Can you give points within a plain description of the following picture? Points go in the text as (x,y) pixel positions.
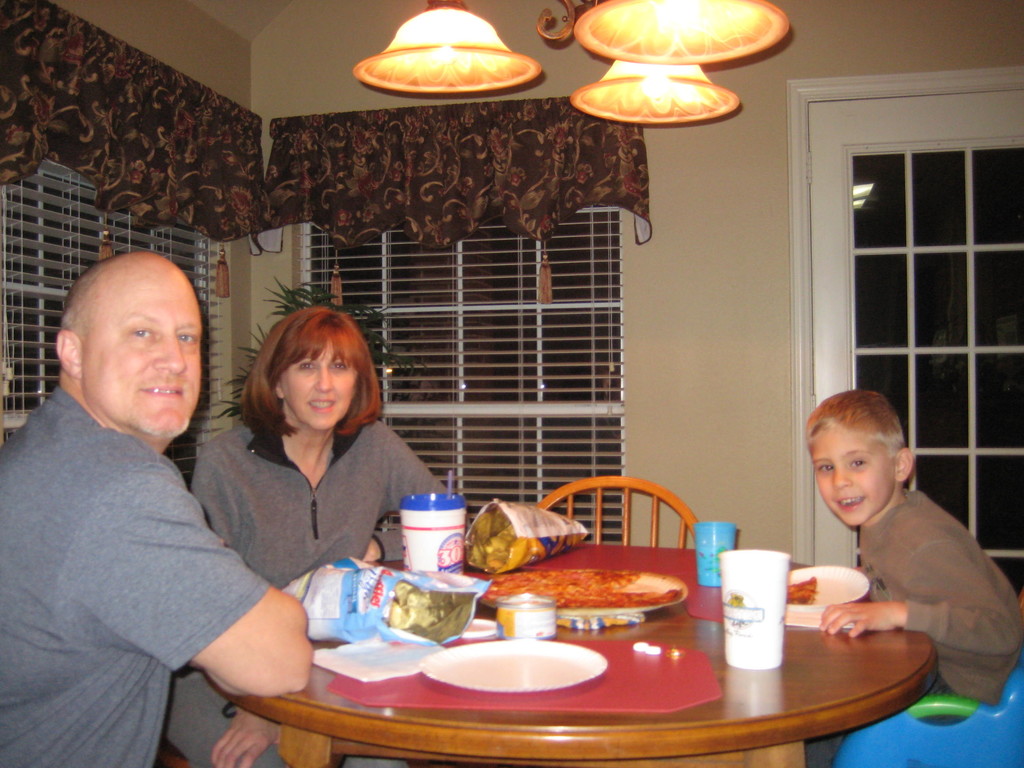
In the center (353,402) we can see three persons (107,632) were sitting on the chair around the table (648,614). On table (577,635), we can see chips packets (468,610), mug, glass (745,632), napkin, tissue paper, plate (577,652) and food items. In the background (575,256) there is a wall (706,371), curtain (551,201), window (510,357) and light (598,98).
